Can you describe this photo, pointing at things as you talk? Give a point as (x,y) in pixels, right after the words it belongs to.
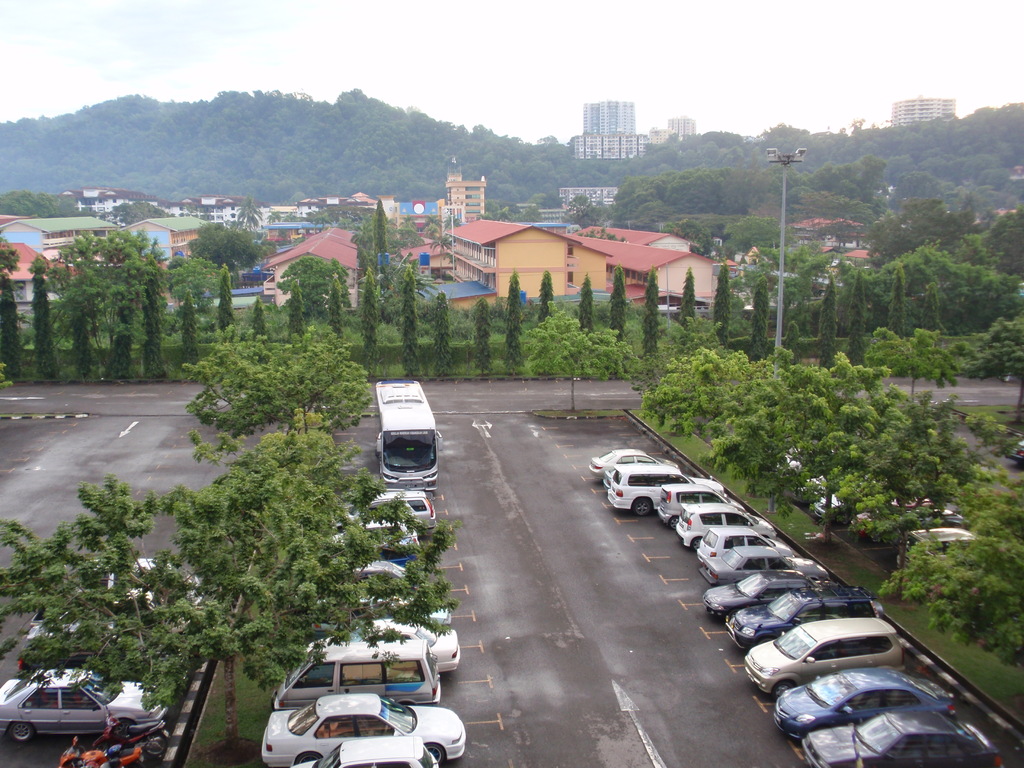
In this image there are trees (286,458), houses (484,294), mountains (334,179), lamp posts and cars (812,695) parked.
